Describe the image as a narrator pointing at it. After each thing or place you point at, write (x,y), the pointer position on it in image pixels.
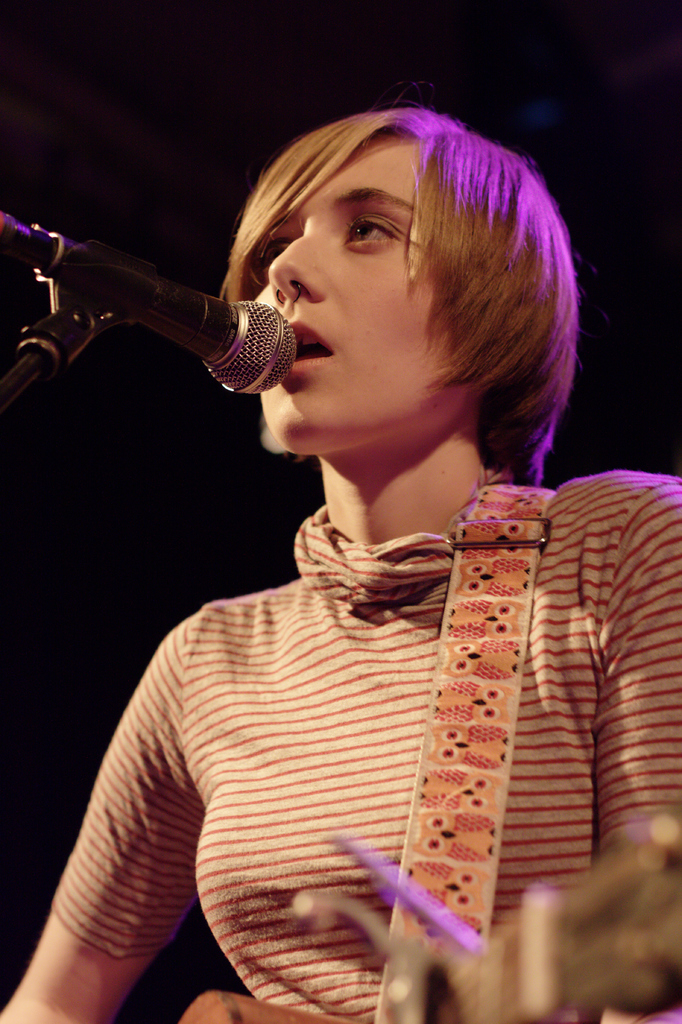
This image consists of a woman (355,517) singing and playing a guitar (458,1010). The background (3,653) is too dark.
